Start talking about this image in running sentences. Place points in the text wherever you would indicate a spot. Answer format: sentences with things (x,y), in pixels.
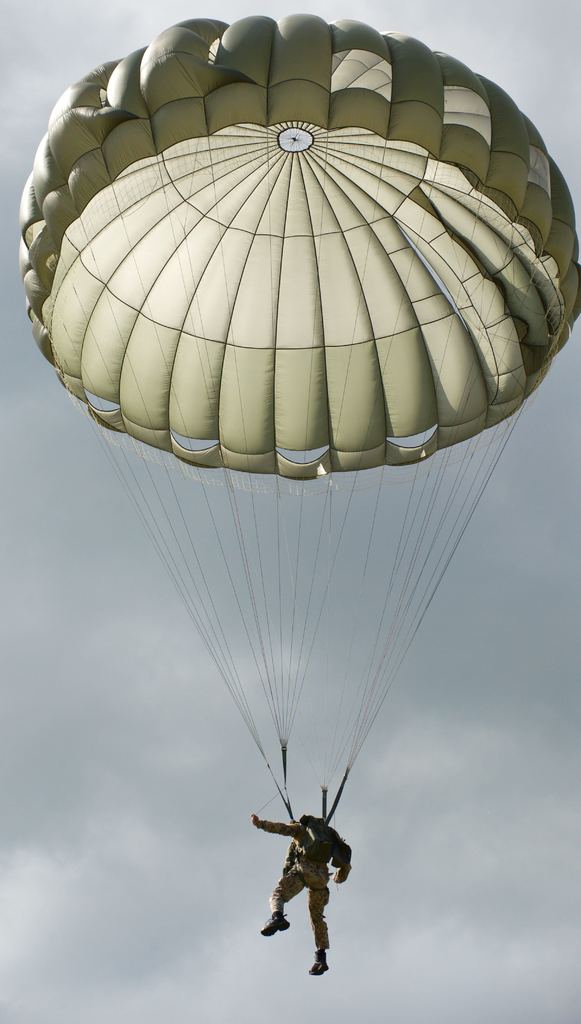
In this image there is a person (307,831) flying in the air (408,908) with the parachute (260,310).
